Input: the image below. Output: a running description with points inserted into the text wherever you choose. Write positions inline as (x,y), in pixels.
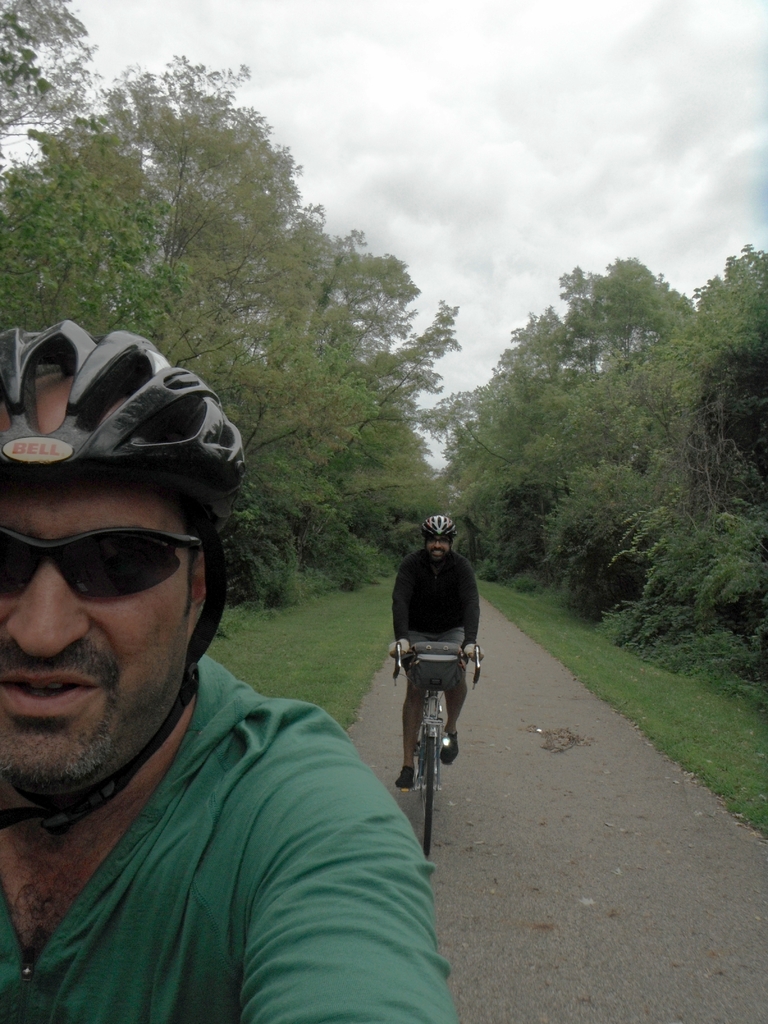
A person (194,822) in green shirt (228,868) is wearing a goggles (96,529) and helmet (106,423). Behind him another person (451,604) is riding a cycle (429,716). On the two sides there are trees (369,559) and green lawn (552,618) above sky (504,124) is there.
